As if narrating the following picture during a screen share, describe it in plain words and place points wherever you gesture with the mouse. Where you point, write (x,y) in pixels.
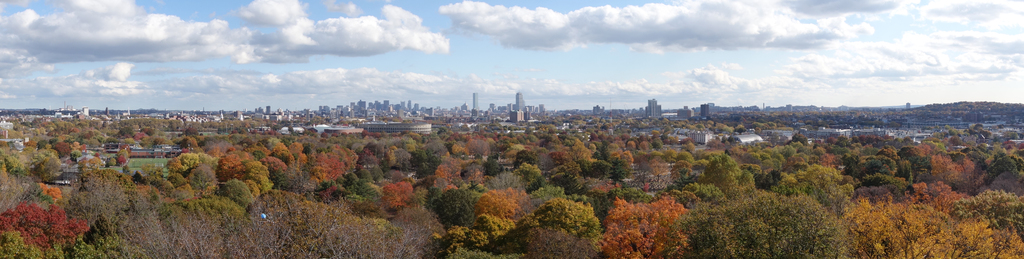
In this picture I can see many trees (476,160), plants (400,160) and grass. In the background (295,131) I can see the city (696,112). In the city (610,108) I can see the skyscrapers (521,117), buildings (568,115), poles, towers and structures (355,127). At the top (568,74) I can see the sky (607,28) and clouds (802,17). On the right (950,106) background (1022,118) I can see the mountains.
